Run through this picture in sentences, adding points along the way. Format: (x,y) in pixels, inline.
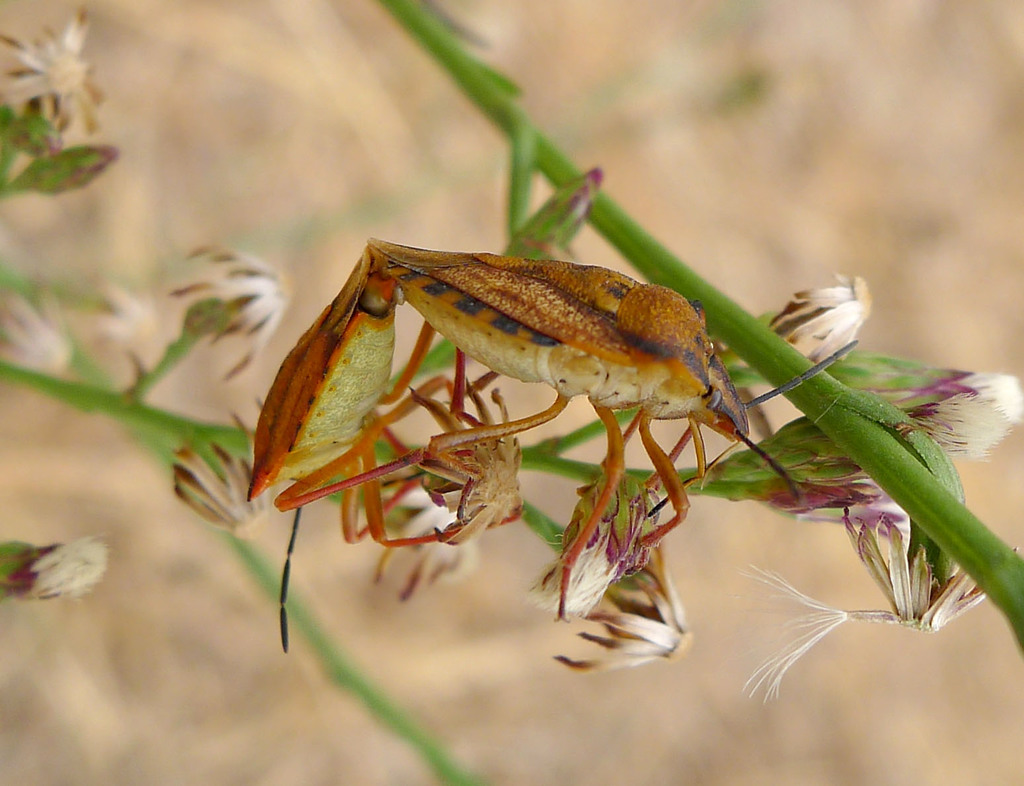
In this picture we can see two insects (350,492) on a plant stem (839,416), flowers (48,79) and in the background (586,241) it is blurry.
